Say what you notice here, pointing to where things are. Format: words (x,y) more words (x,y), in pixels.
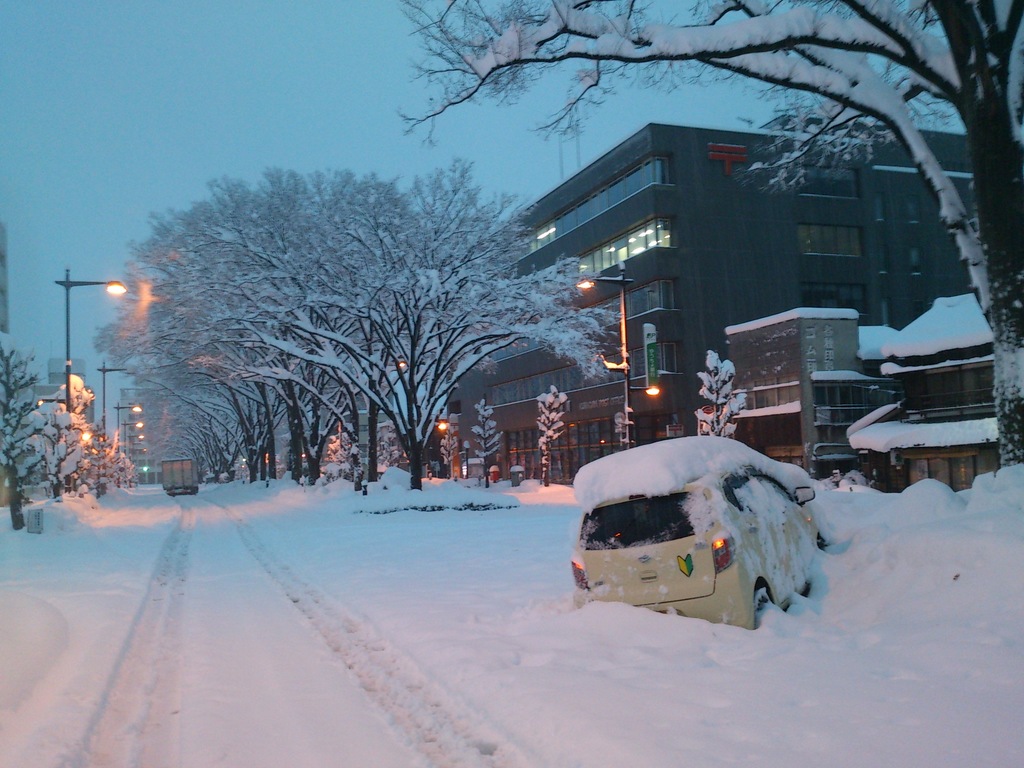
In this picture I can see vehicles (672,516), snow (866,744), trees (280,423), poles (65,374), lights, buildings (871,258), and in the background (273,90) there is sky (206,78).
